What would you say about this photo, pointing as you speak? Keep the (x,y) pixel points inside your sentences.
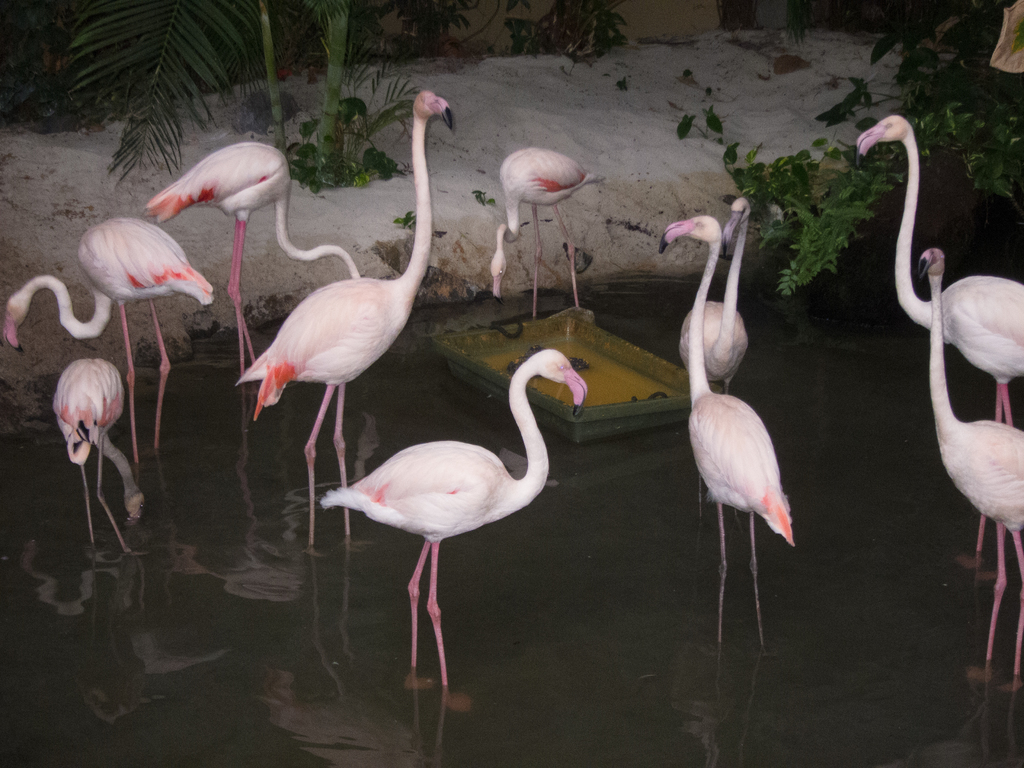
In this image we can see a group of birds (471,462) in the water (555,451). In the center of the image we can see a tub (628,380). On the backside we can see some plants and leaves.
